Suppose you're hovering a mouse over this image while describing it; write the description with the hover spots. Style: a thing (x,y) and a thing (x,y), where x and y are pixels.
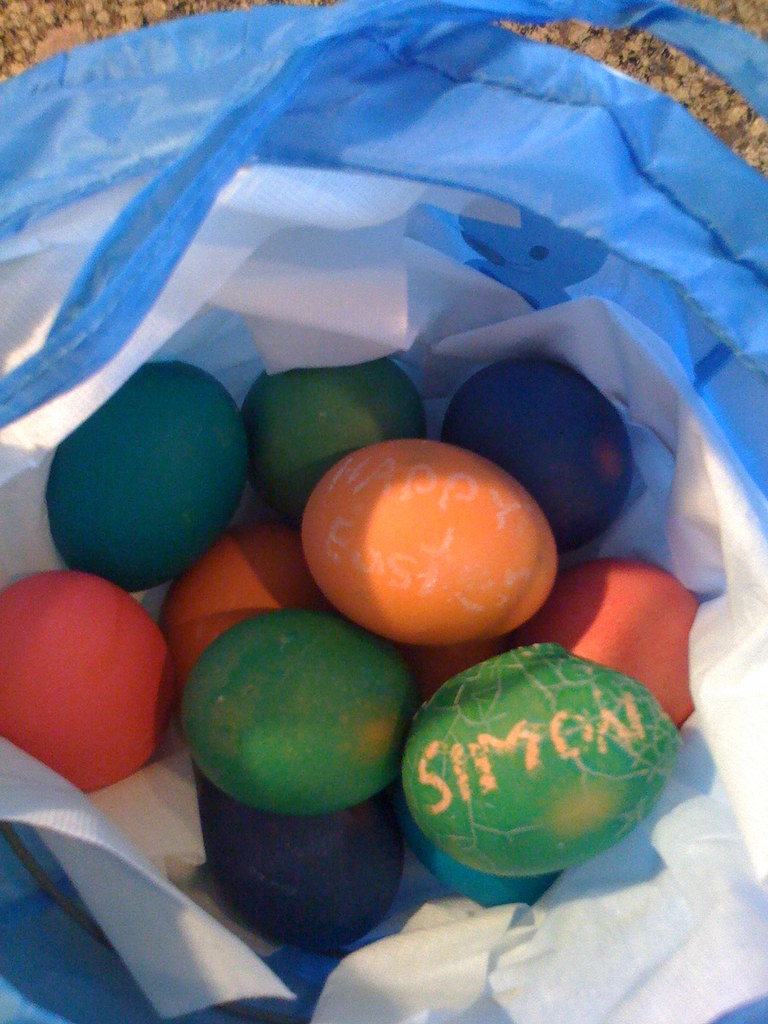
In this image, we can see easter eggs (392,586) in the bag (55,952). Here we can see some text (429,778).
